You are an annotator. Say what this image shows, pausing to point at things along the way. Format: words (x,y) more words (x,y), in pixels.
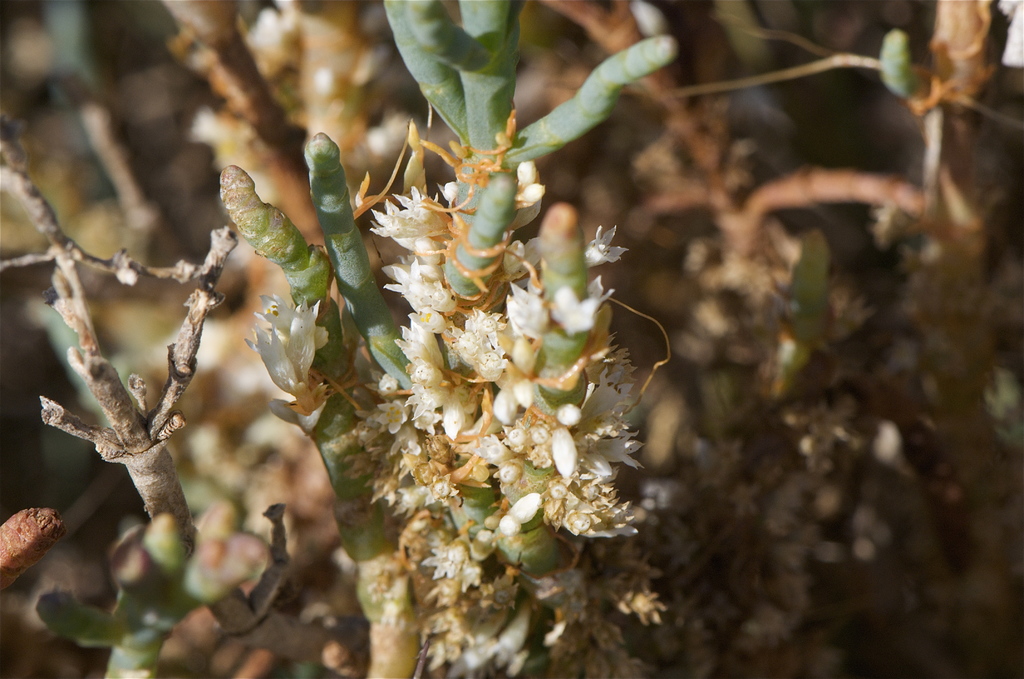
In this image I can see a tree (360,274) which is green and brown in color and few flowers (428,420) to it which are brown and white in color. I can see the blurry background (685,346) which is brown and black in color.
